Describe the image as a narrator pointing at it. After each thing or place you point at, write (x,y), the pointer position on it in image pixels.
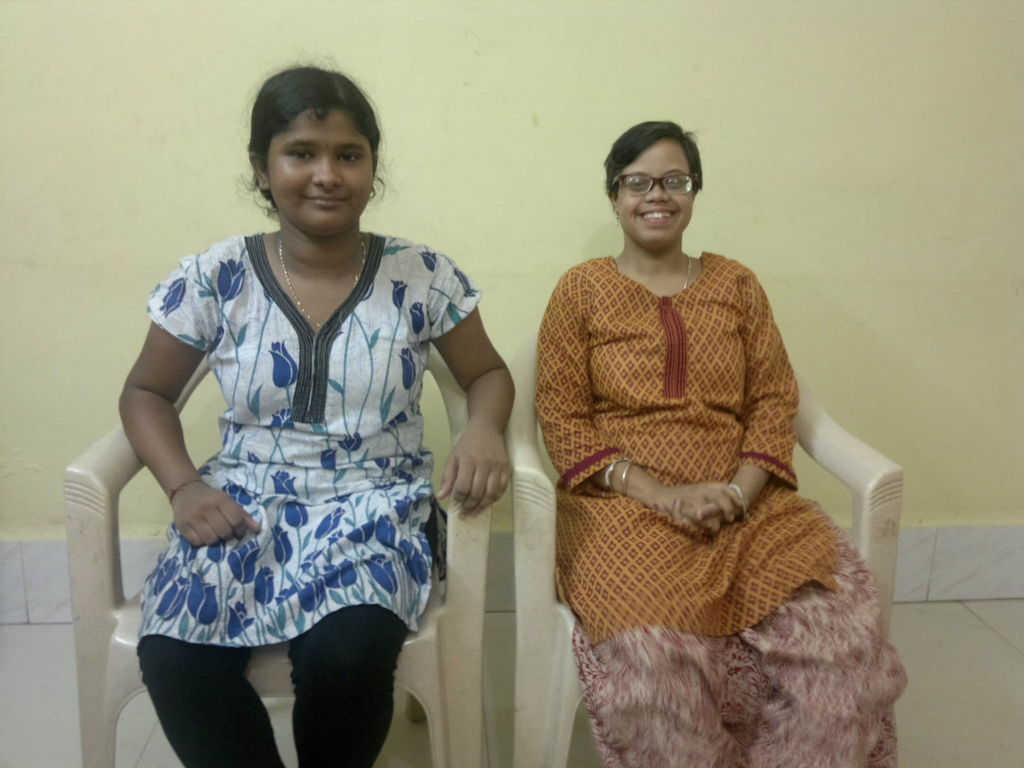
In this picture I can see two people (367,313) sitting on the chair (520,664). I can see the wall (496,178) in the background (512,143).
